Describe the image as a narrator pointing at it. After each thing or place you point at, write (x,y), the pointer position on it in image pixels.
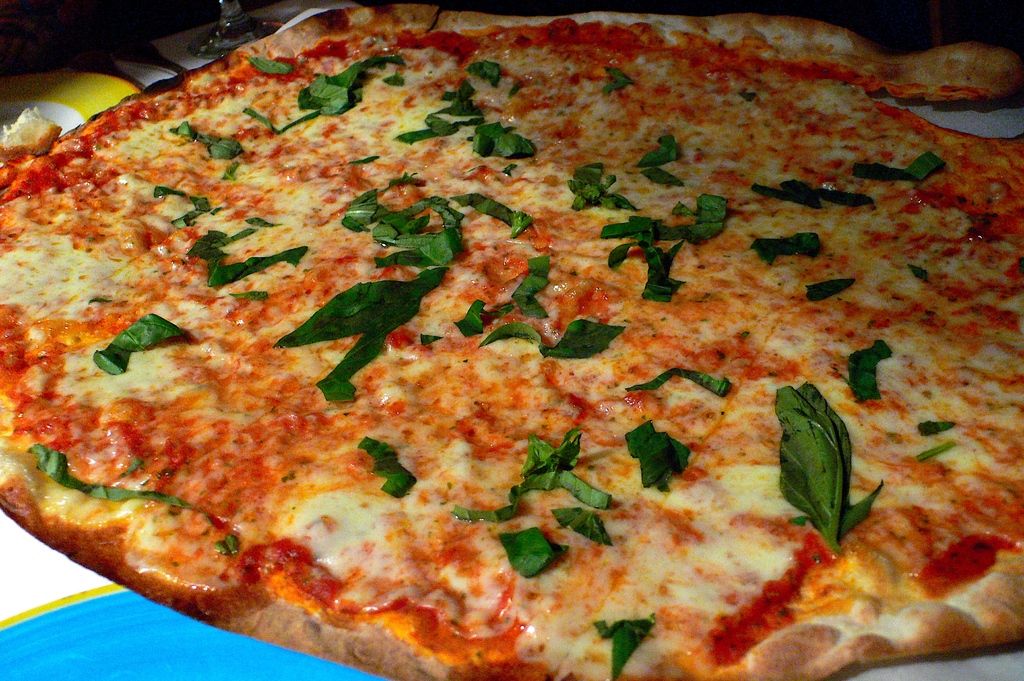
In the picture I can see pizza (308,460), on it there are some basil leaves (411,233).
